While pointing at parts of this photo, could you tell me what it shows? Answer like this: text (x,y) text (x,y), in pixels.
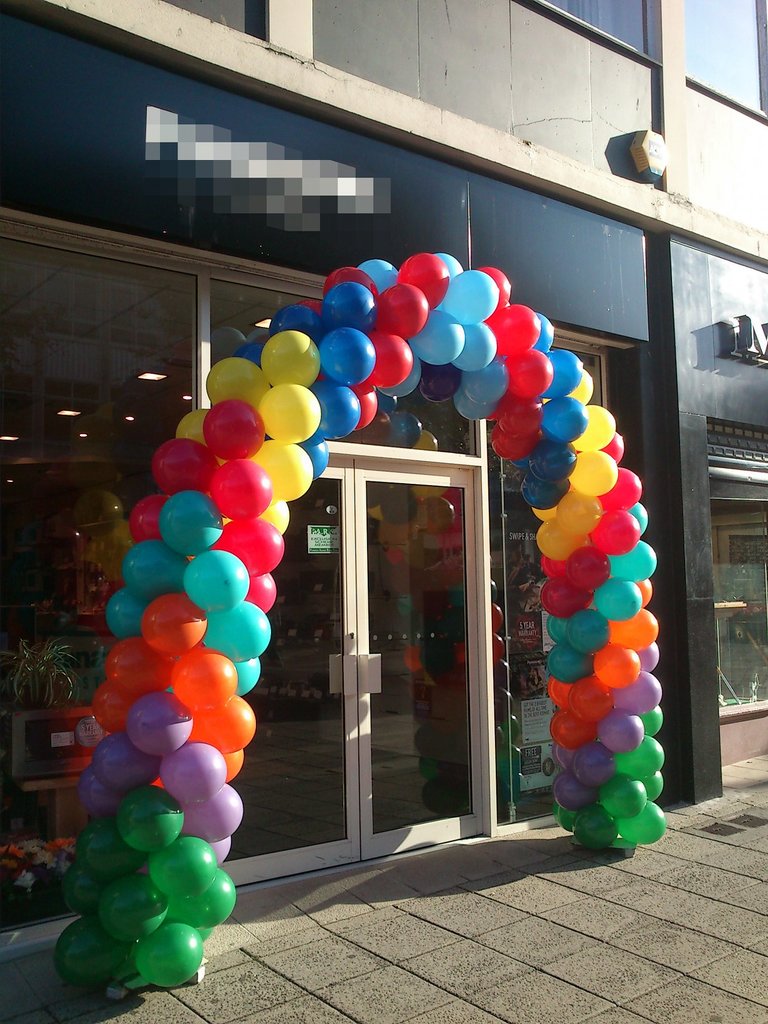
In the center of the image (451,580) there is a building (551,88). There is a glass door (311,570). There is a balloon arch (252,663). At the bottom of the image (450,885) there is floor (422,928).
